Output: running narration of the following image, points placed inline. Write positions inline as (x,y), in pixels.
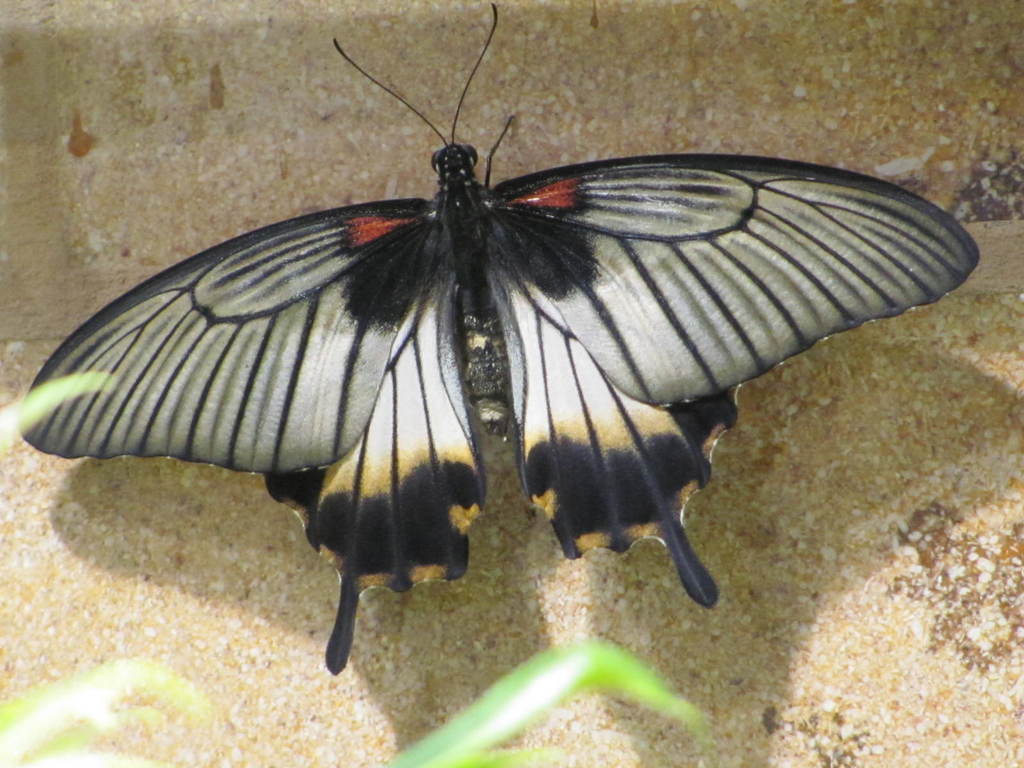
In this image we can see a butterfly (478,356) on the wall (665,93).
